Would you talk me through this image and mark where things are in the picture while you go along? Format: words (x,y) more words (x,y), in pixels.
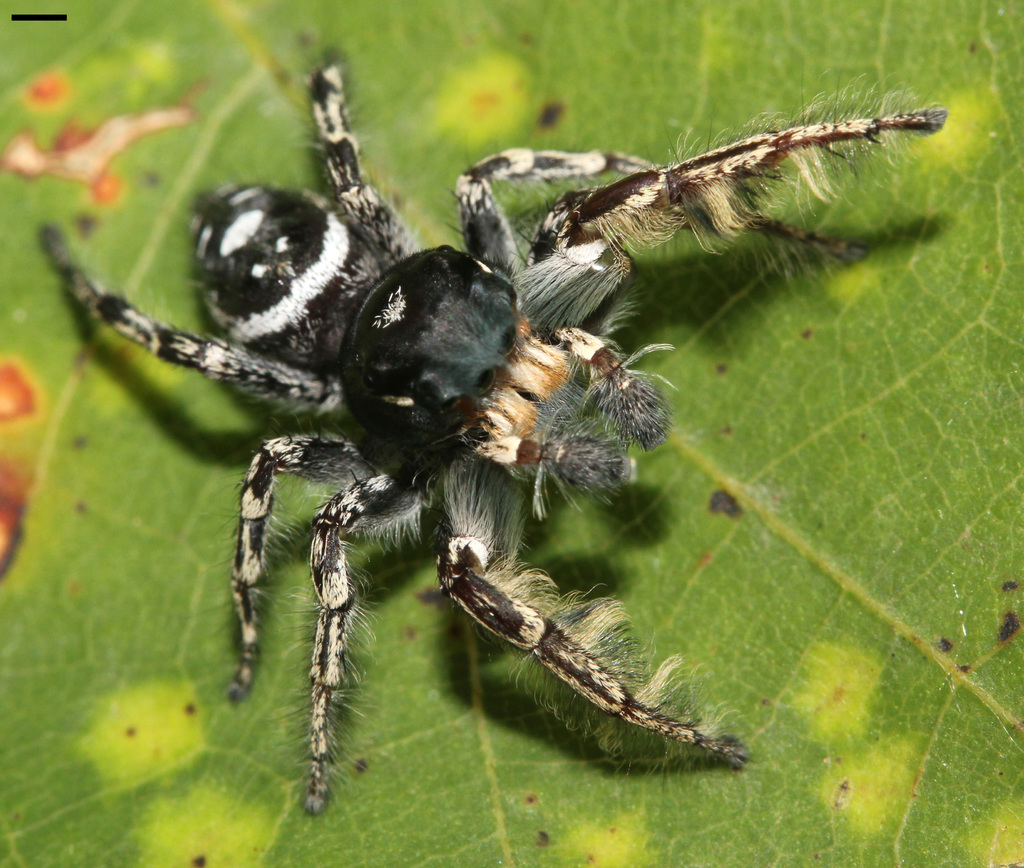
This image consists of a spider (624,666) in black color. It is on the leaf (614,799). The leaf (72,196) is in green color.
